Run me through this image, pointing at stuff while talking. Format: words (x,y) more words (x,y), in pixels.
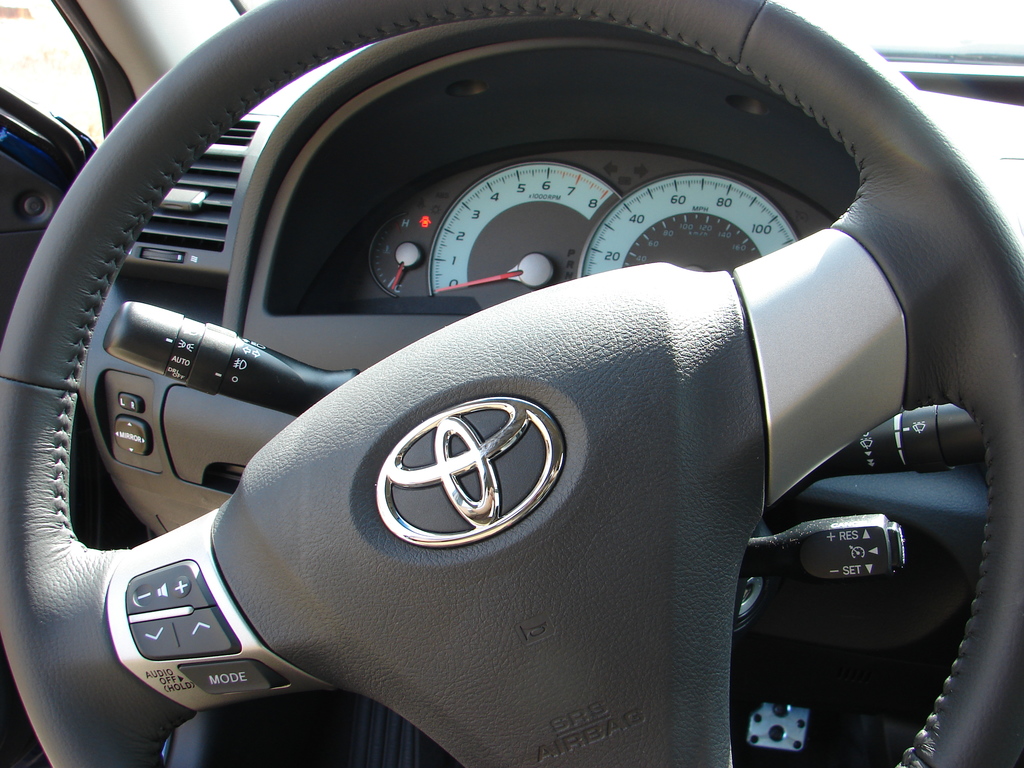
In this image I can see steering (455,497) and speedometer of a vehicle (451,285). I can also see something is written at many places.
